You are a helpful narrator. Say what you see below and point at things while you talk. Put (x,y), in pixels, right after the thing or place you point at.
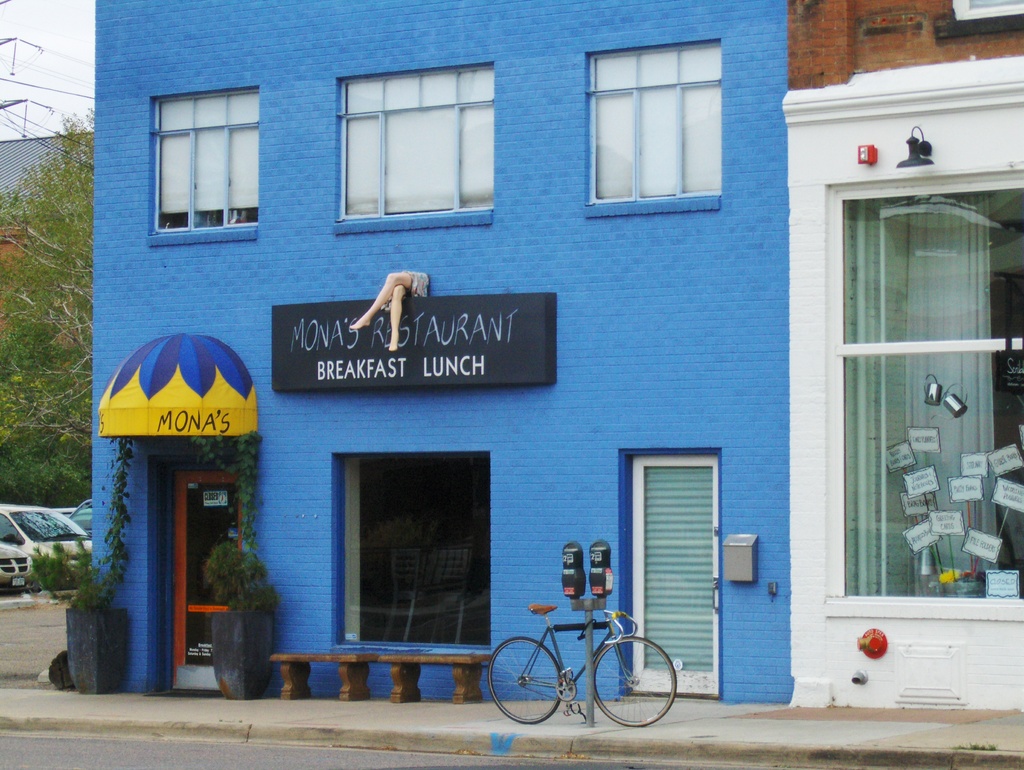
In this image in the center (609,287) there is one building (407,566) and there are some glass doors (671,562) and windows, on the left side (44,547) there are some cars (18,525), trees (59,144), buildings (42,144) and some wires (10,72). in the center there is one cycle (574,684), at the bottom (413,735) there is a footpath (654,734) and road (77,744).
